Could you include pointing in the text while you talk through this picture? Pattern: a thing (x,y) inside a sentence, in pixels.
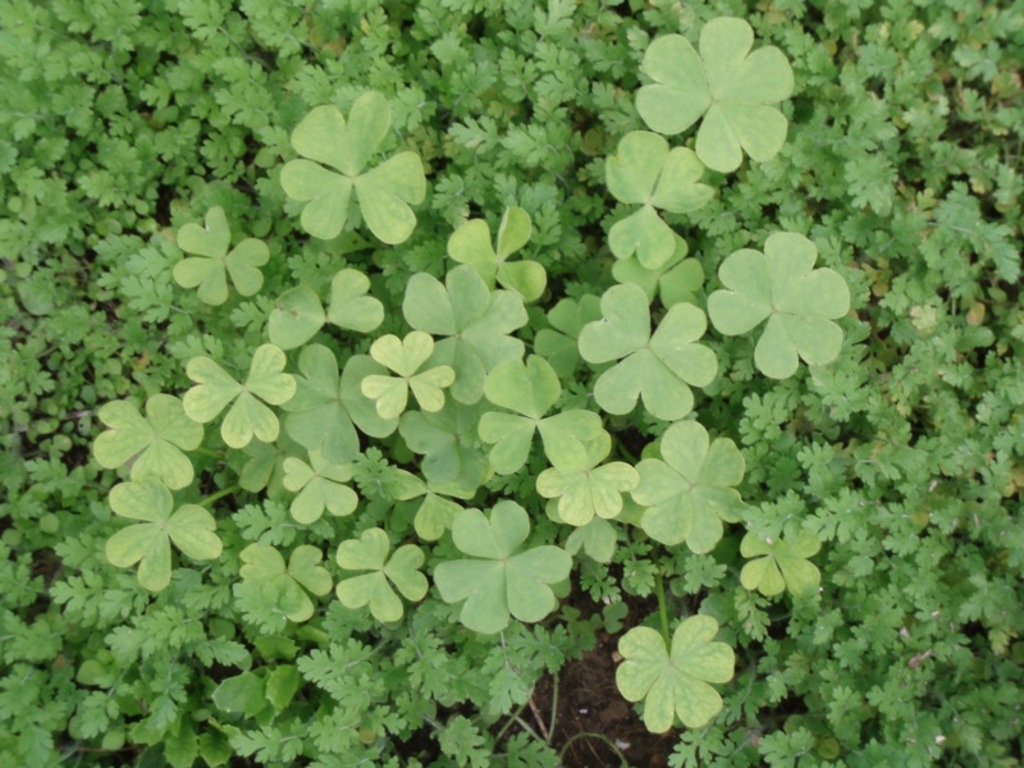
In the picture I can see plants (582,399). The plants (582,399) are green in color.
